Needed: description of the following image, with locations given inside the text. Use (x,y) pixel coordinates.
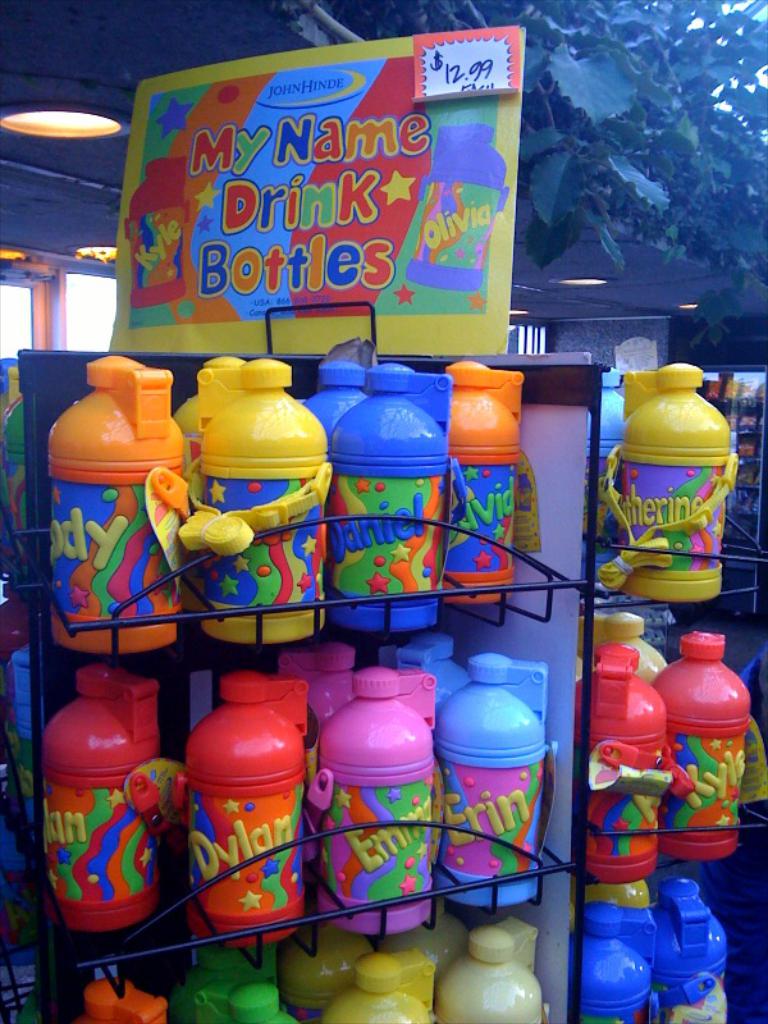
In this picture i could see different color water bottles (399,816) they are in orange yellow blue red pink green. They have lid (387,369) on them attached to the water bottle (446,434) itself and there is tag (221,534). They are on the shelves (114,961) arranged and there is a banner (335,239) named for the water bottles (366,1003) and a rate plate (460,81). In the background (602,46) i could see a small plant (633,103) and a ceiling (582,278) with a lights (62,129).
